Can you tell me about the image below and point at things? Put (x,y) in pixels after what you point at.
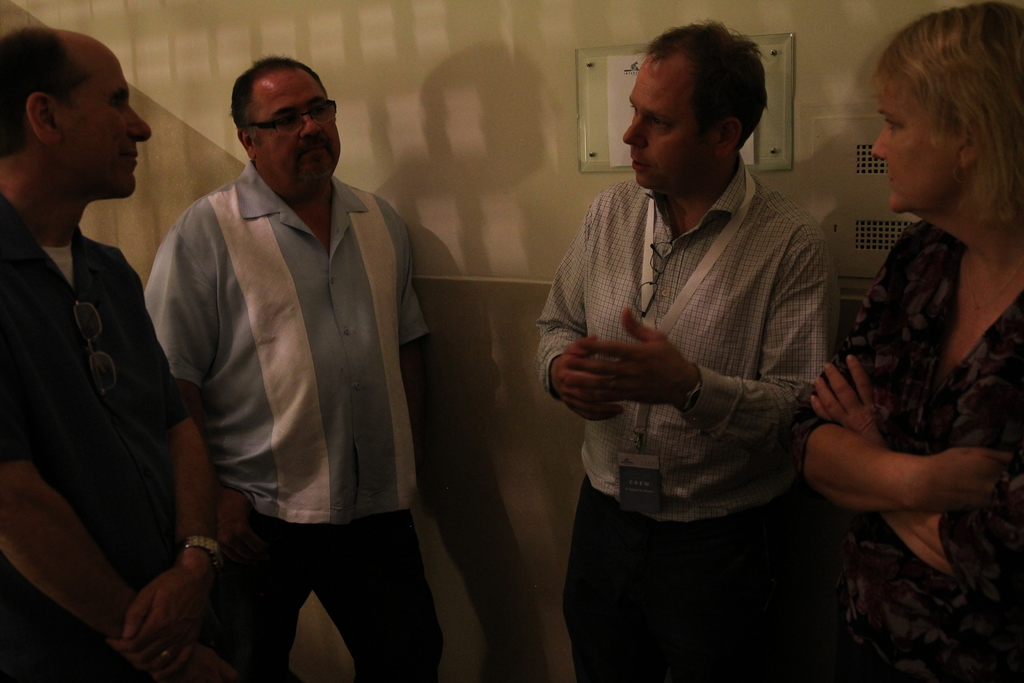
In this picture we can see some group of people (648,585) are standing and talking each other.
